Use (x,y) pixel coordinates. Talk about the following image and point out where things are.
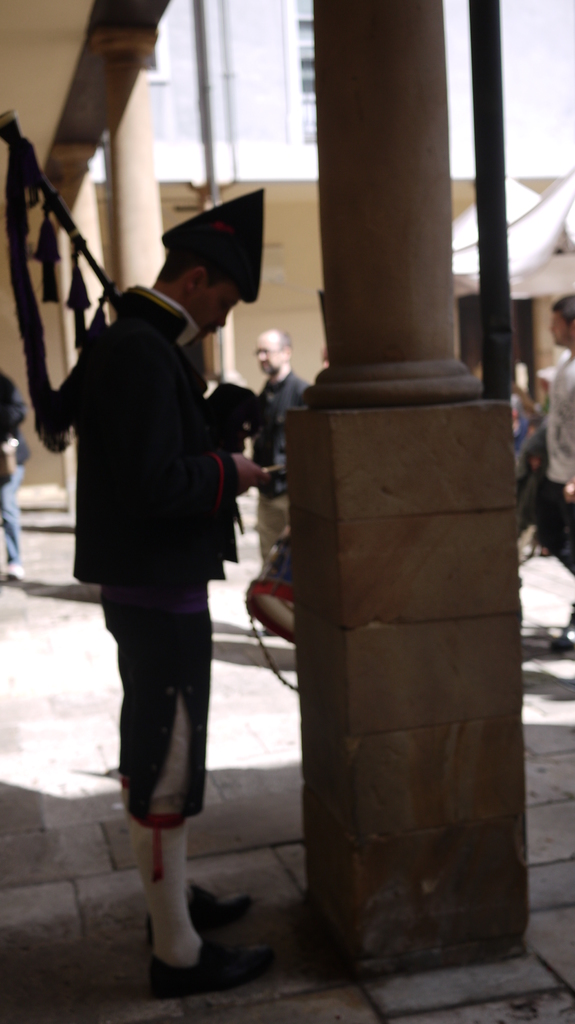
In this image there is a person (160,460) wearing a cap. He is standing on the floor (94,625). He is holding a musical instrument (78,323). There are people (11,537) standing on the floor (216,691). Right side (546,286) there is a tent (514,286). There are pillars (517,608) attached to the roof (97,102). Background (293,62) there is a building (456,171).
